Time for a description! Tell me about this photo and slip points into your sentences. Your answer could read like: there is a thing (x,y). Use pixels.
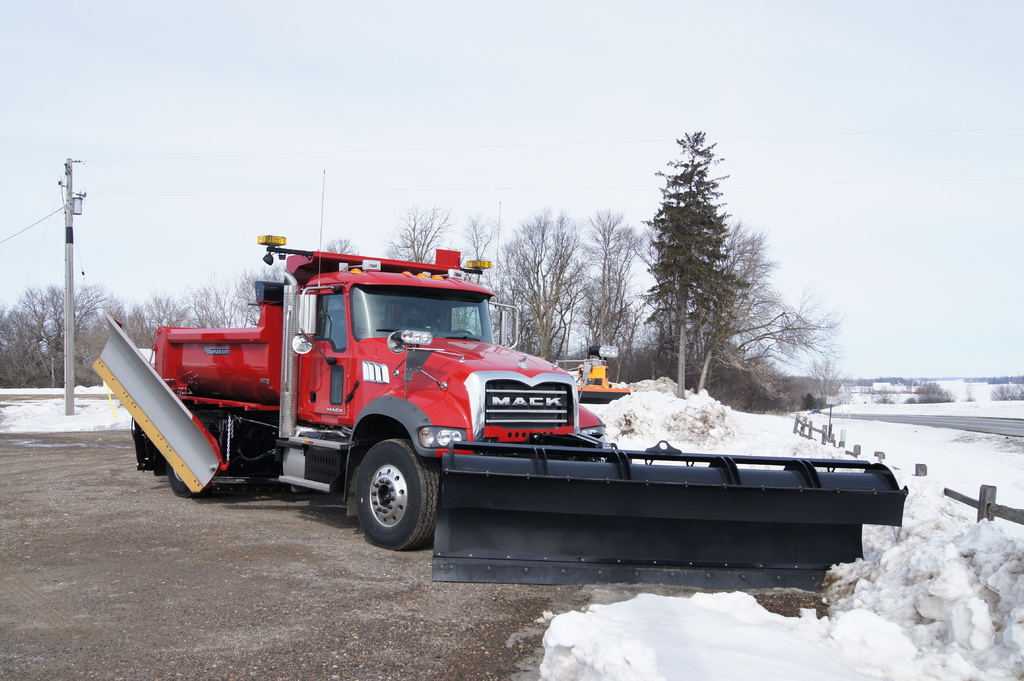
Here we can see a vehicle (588,496). This is snow (897,636) and there is a fence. In the background (760,411) we can see trees (666,371), pole (67,247), and sky (796,117).
